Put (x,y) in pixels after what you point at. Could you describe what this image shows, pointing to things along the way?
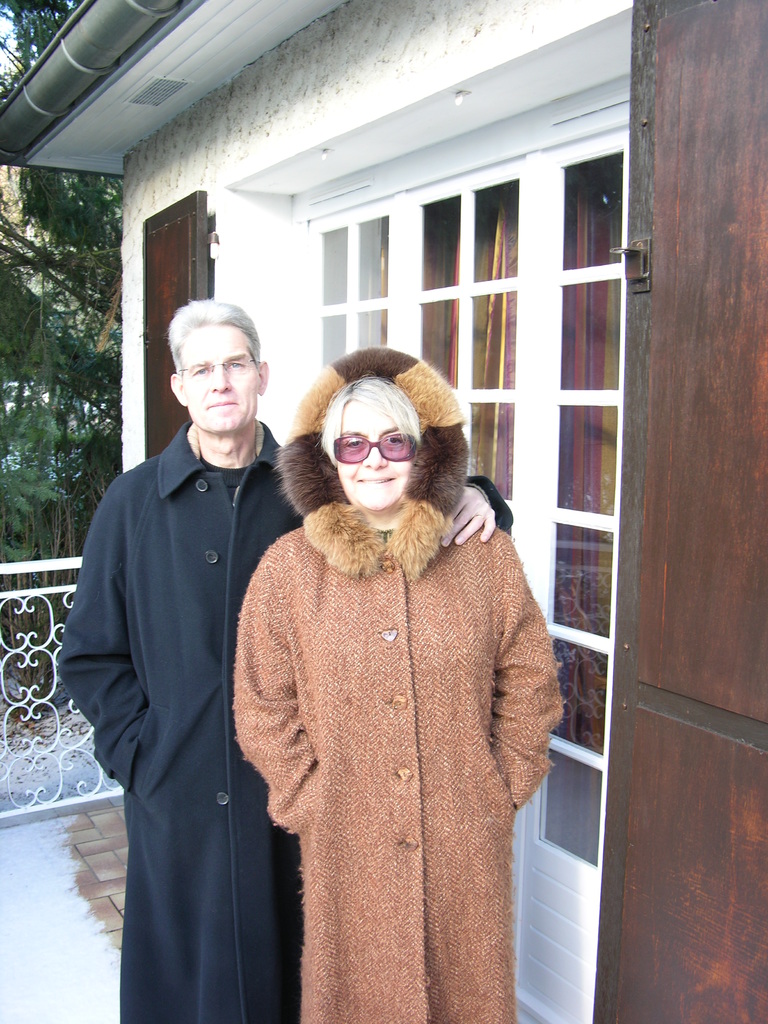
In this picture we can see a man (250,558) and a woman (357,680) are standing, on the right side (516,216) there is a house (423,183), in the background (58,197) we can see trees (58,182), there is railing (25,593) on the left side (35,806).
